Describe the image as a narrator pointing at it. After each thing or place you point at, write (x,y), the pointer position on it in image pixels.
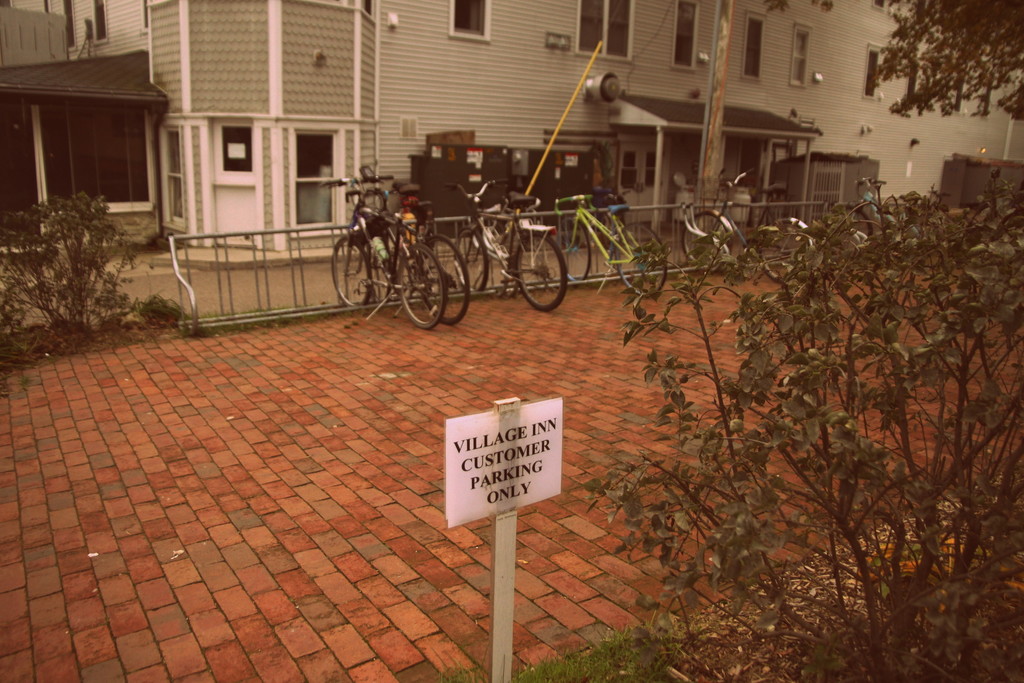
This image consists of the building (270,70) at the top (215,89). There are bicycles (468,267) in the middle (432,299). There are plants (886,262) and trees (830,262) on the right side (824,432) and left side (78,253).
